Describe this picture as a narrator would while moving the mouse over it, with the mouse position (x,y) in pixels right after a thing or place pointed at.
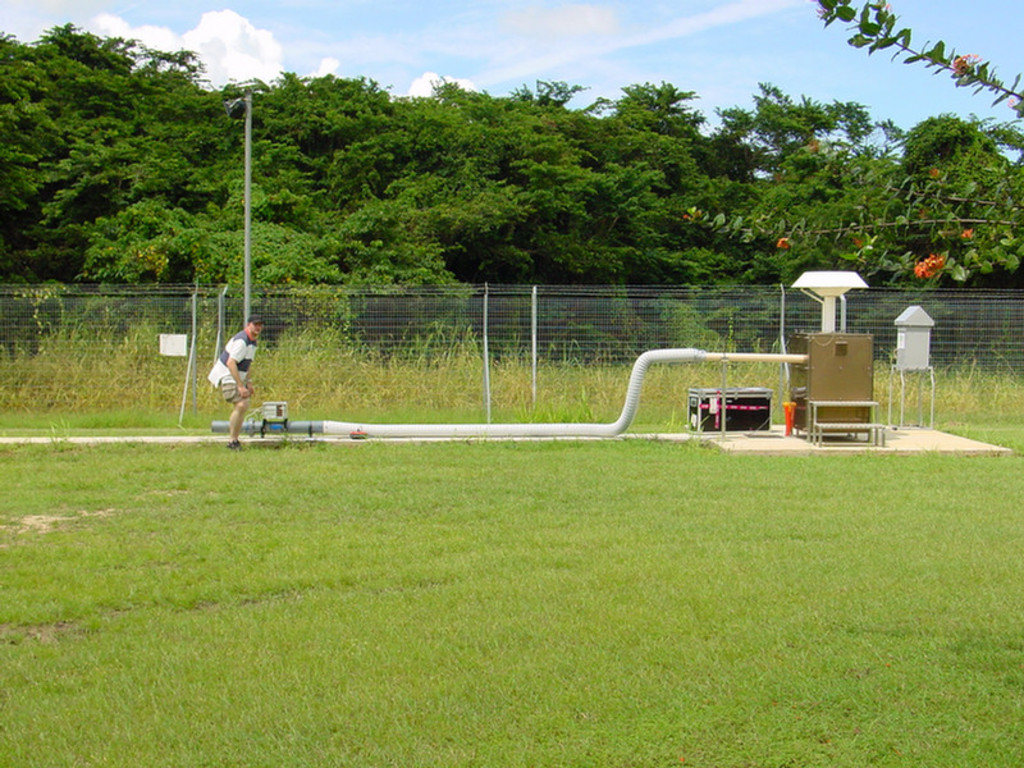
In this picture we can see person (239,384) on the grass (423,530), side we can see pipes (643,368), boxes (854,393) and fencing (610,362) to the ground (747,433), other side of the fencing (632,347) we can see so many trees (184,217).
